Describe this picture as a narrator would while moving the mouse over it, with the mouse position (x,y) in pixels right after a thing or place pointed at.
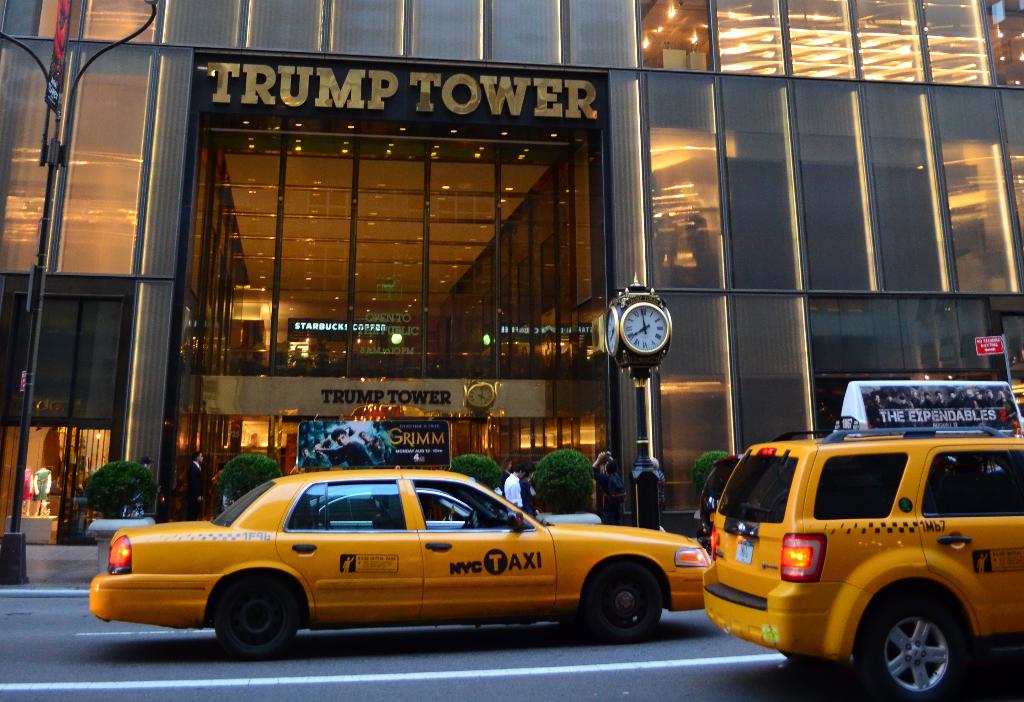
This is a building (130,183) with the glass doors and lighting (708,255). I think this is a kind of steam clock (648,362). These are the cars (580,567) on the road (656,642). I can see the small trees (476,455). There are few people (518,491) standing. This is a name board (366,93) attached to the building (272,118).
